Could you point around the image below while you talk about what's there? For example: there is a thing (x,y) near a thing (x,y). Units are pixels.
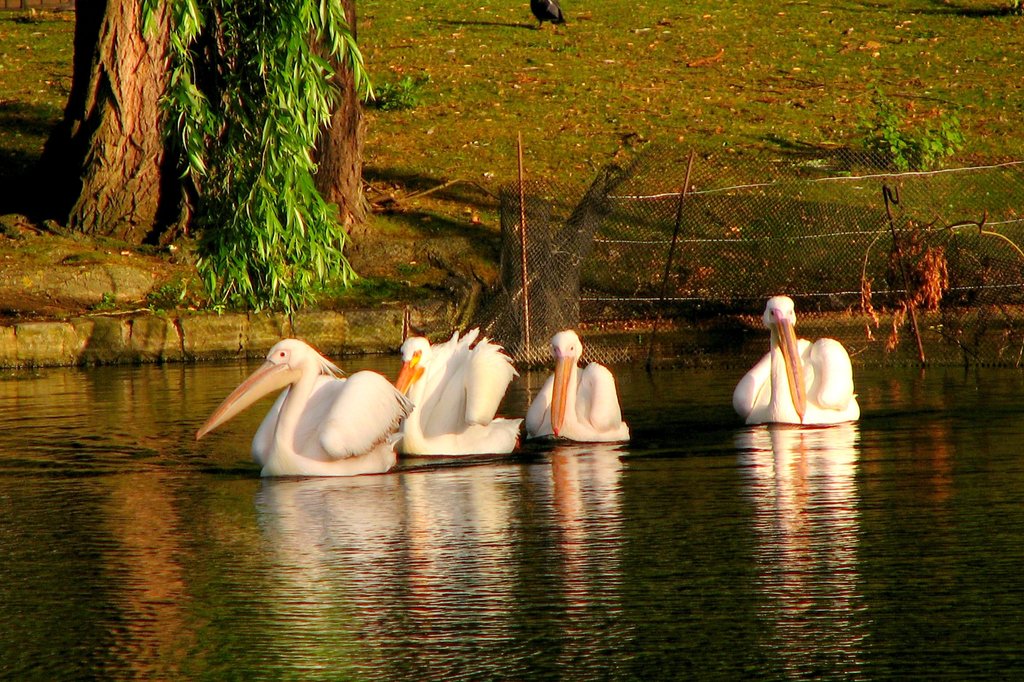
In the image we can see there are pelicans (566,428) swimming in the water (524,540) and there is an iron fencing (971,225) kept on the ground (444,137). The ground (932,83) is covered with grass (408,149) and there are trees (269,146).
